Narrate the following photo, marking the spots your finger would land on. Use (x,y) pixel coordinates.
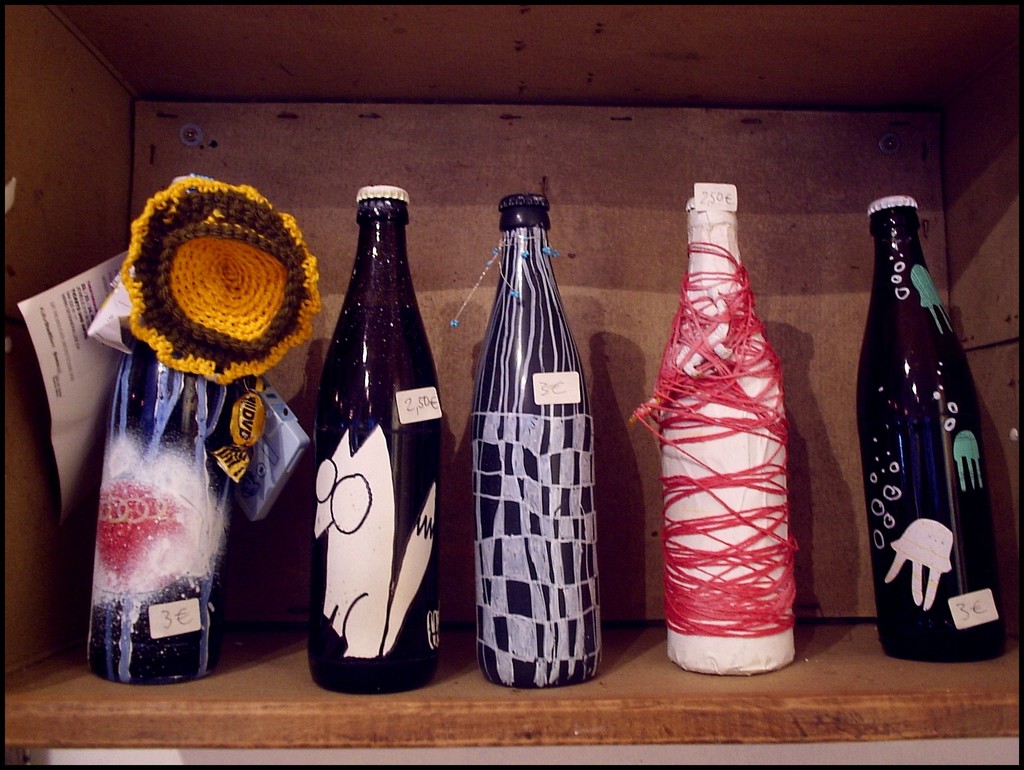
In this image, we can see few bottles (533,647), paper (72,419) in the wooden box (581,346).
